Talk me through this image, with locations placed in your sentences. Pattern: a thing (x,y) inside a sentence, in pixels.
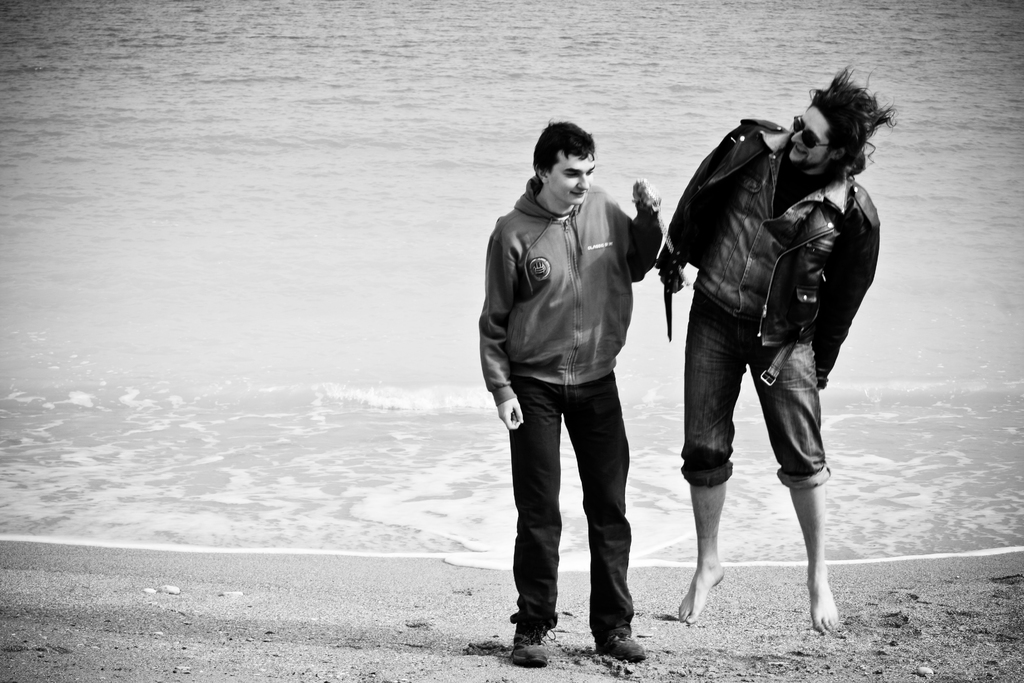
In this picture we can see two men (607,246), and the right side person (758,217) wore spectacles (797,119), behind to them we can see water (530,109), and it is a black and white photograph.
